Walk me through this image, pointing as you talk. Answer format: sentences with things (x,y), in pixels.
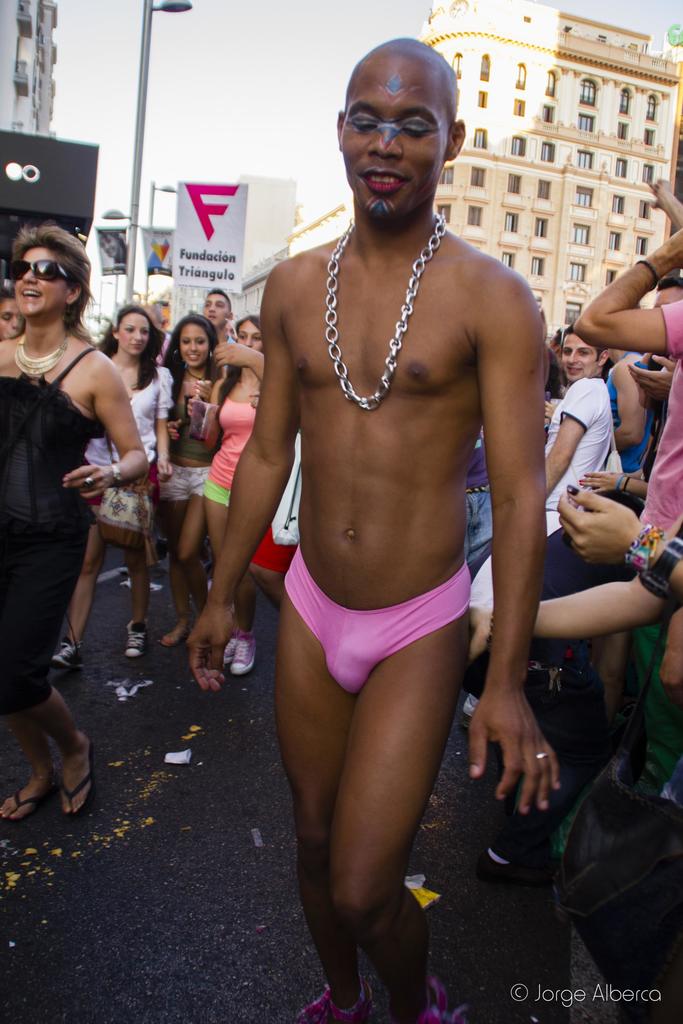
This is the picture of a road (268,812). In this image there are group of people (455,85) standing on the road (280,811). At the back (662,132) there are buildings (493,135) and poles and there are boards (153,248) on the poles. At the top (175,107) there is sky (177,78). At the bottom (153,858) there is a road (190,862) and at the bottom right (519,1000) there is a text (560,996).
